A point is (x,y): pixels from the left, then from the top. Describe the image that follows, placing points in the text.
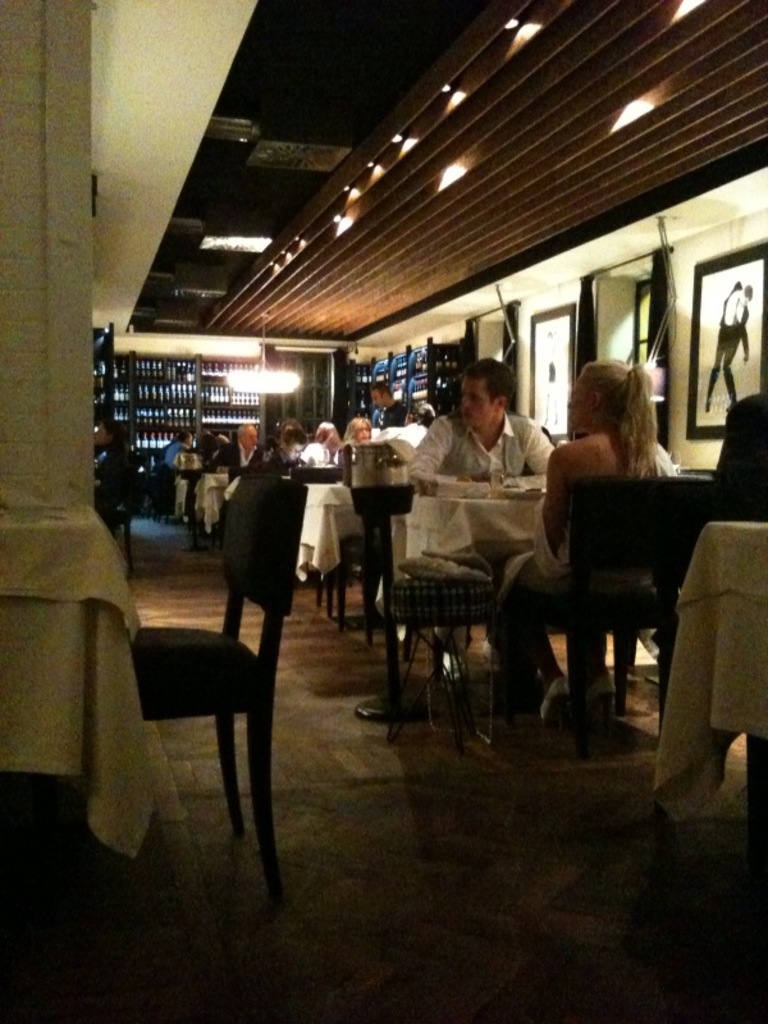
The picture is taken inside a restaurant (374,695) where people (560,576) are sitting on the chairs (582,566) and in front of them there is table (467,519) covered with table cloth (445,535) and plates (519,489) and dishes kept on it and at the right corner (566,382) there is a wall (439,337) where photos (737,353) are kept on it and in the middle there are wine racks (142,436) where wine bottles (214,402) are kept in it.
